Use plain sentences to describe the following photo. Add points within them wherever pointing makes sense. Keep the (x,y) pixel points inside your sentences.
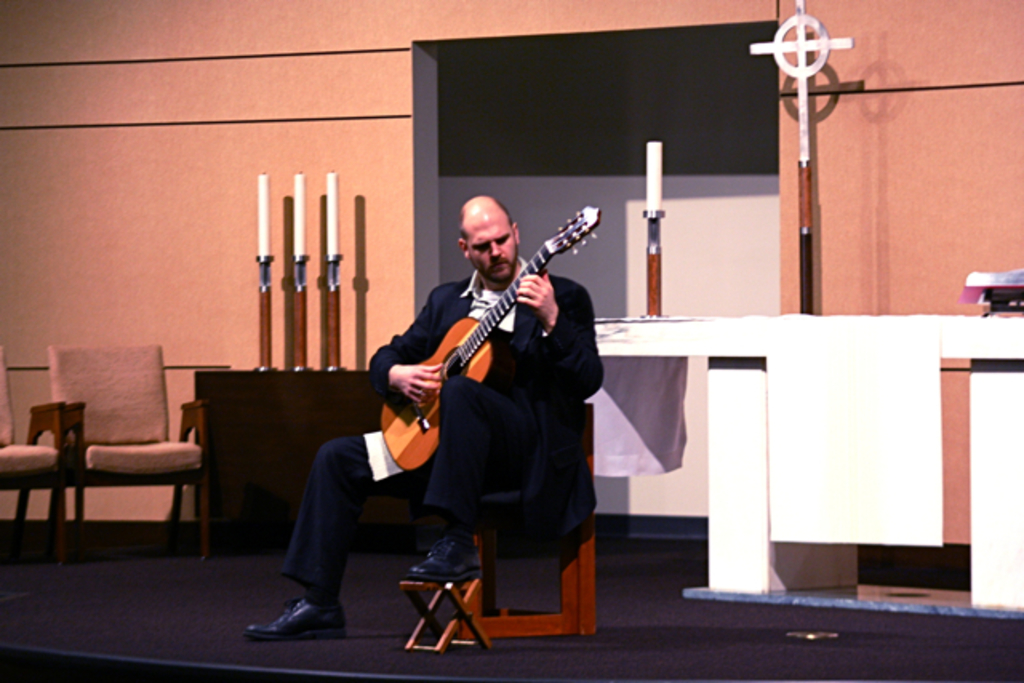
A person (456,394) is playing guitar (415,440) behind him there are chairs (112,382), a wall (38,381) and a candle (296,247) with stand (334,320).
